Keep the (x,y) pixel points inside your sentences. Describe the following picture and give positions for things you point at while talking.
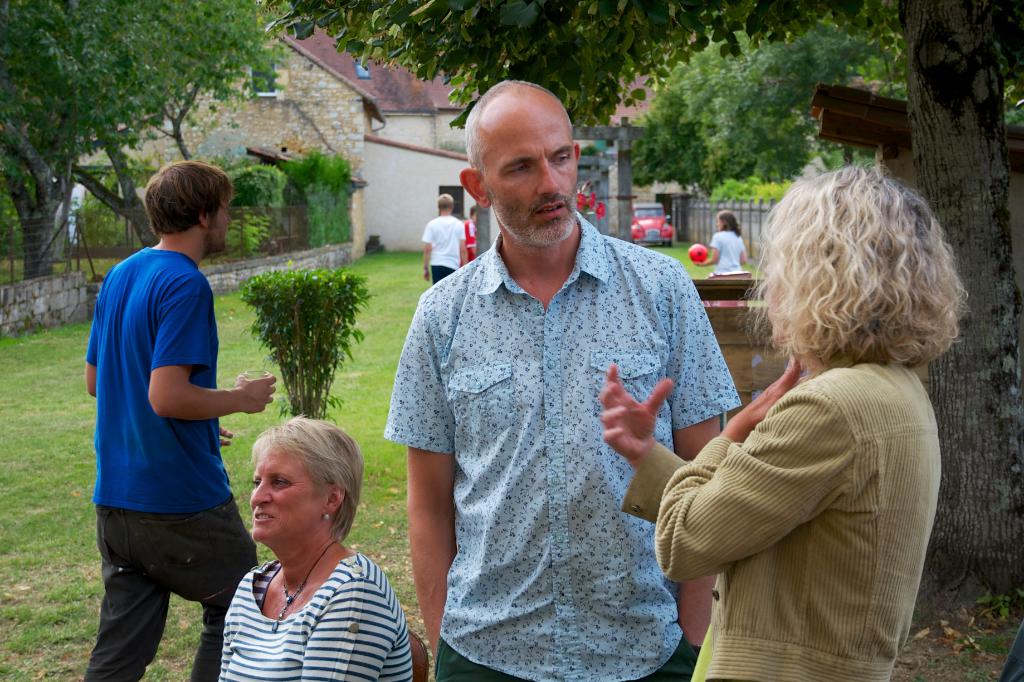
In this image I can see an open grass ground (232,368) and on it I can see number of people (578,372). I can also see a woman (341,465) is sitting in the front (261,667) and rest all are standing. I can also see number of trees (44,0), number of plants (332,271) and in the background (426,152) I can see a house (443,107) and a red colour vehicle (643,206). On the right side of this image (723,263) I can see a woman (714,245) is holding a red colour ball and on the left side (210,377) I can see a man (209,360) is holding a glass (237,380).
